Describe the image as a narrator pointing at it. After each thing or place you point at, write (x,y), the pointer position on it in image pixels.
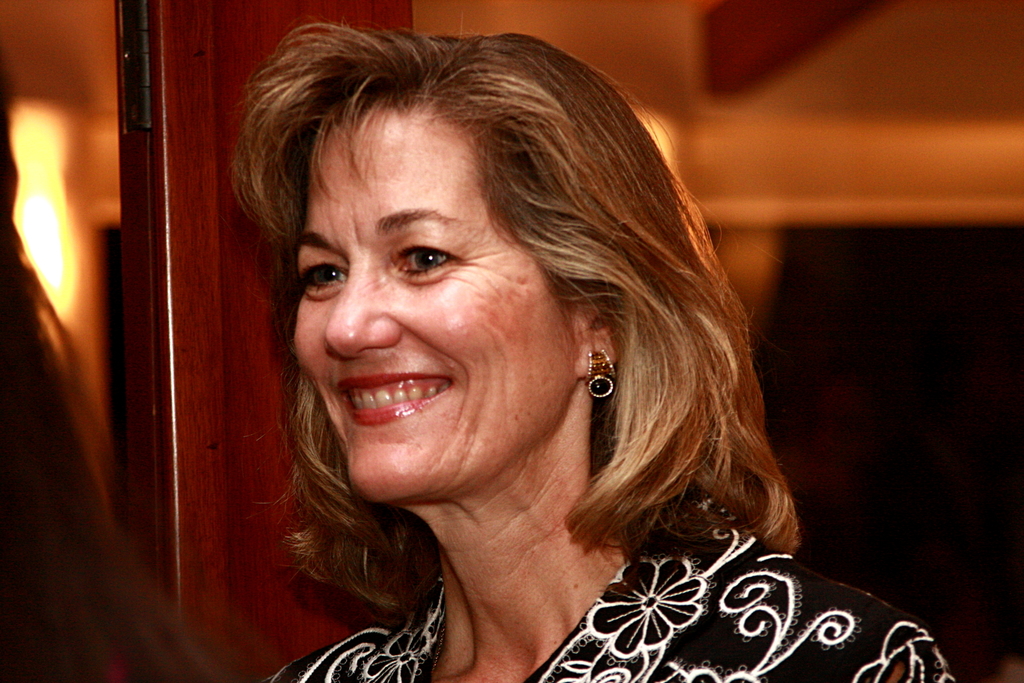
As we can see in the image in the front (620,356) there is a woman (515,356) wearing black color dress (591,631). In the background (779,139) there is a wall (77,206) and light (14,125).
